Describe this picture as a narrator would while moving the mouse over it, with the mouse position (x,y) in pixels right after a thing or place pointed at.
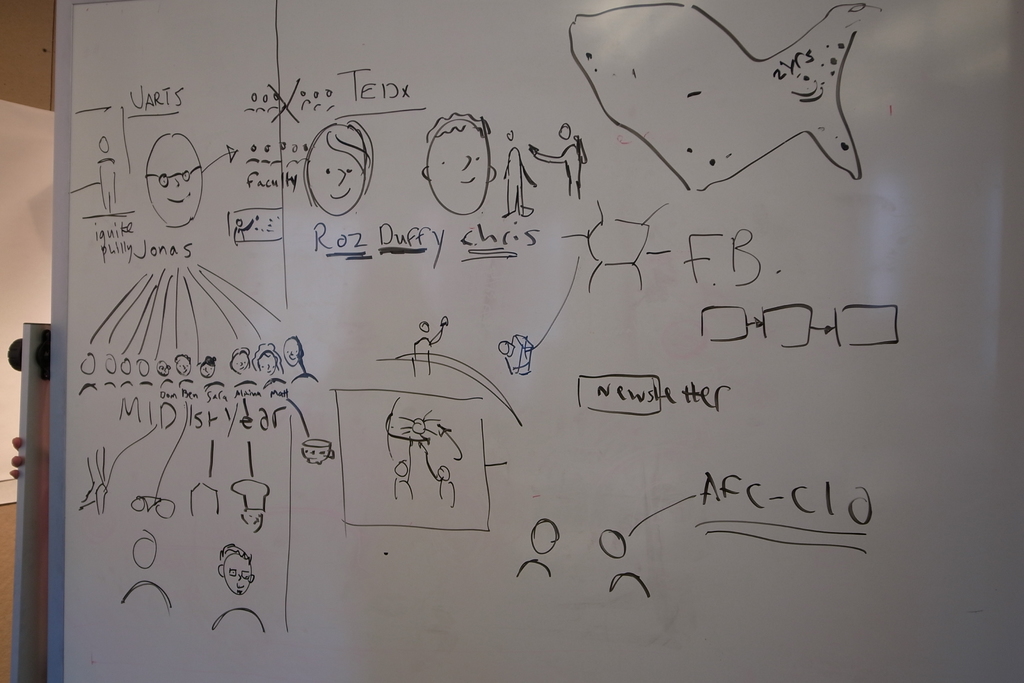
In this image there are some drawings (248,225) and words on the white board (282,461), and in the background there is a person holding a board (30,449).
